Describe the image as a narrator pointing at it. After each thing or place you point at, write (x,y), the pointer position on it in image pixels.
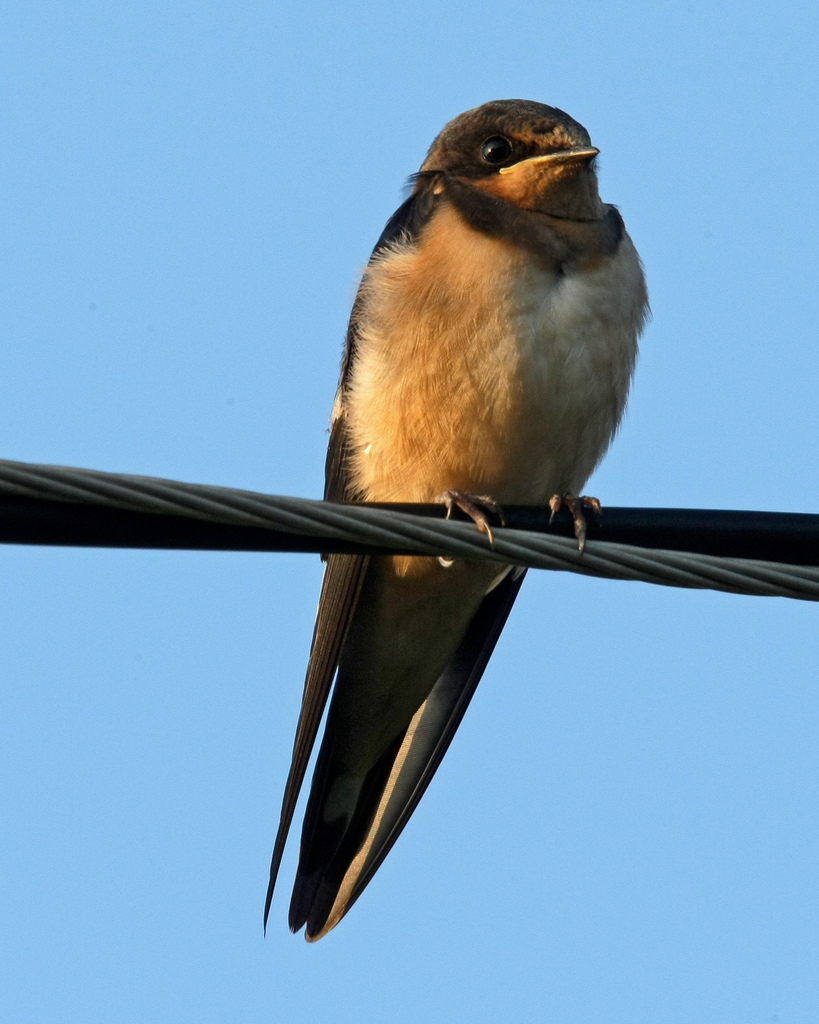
In this image we can see there is a bird (459,438) standing on the wire (458,545).
